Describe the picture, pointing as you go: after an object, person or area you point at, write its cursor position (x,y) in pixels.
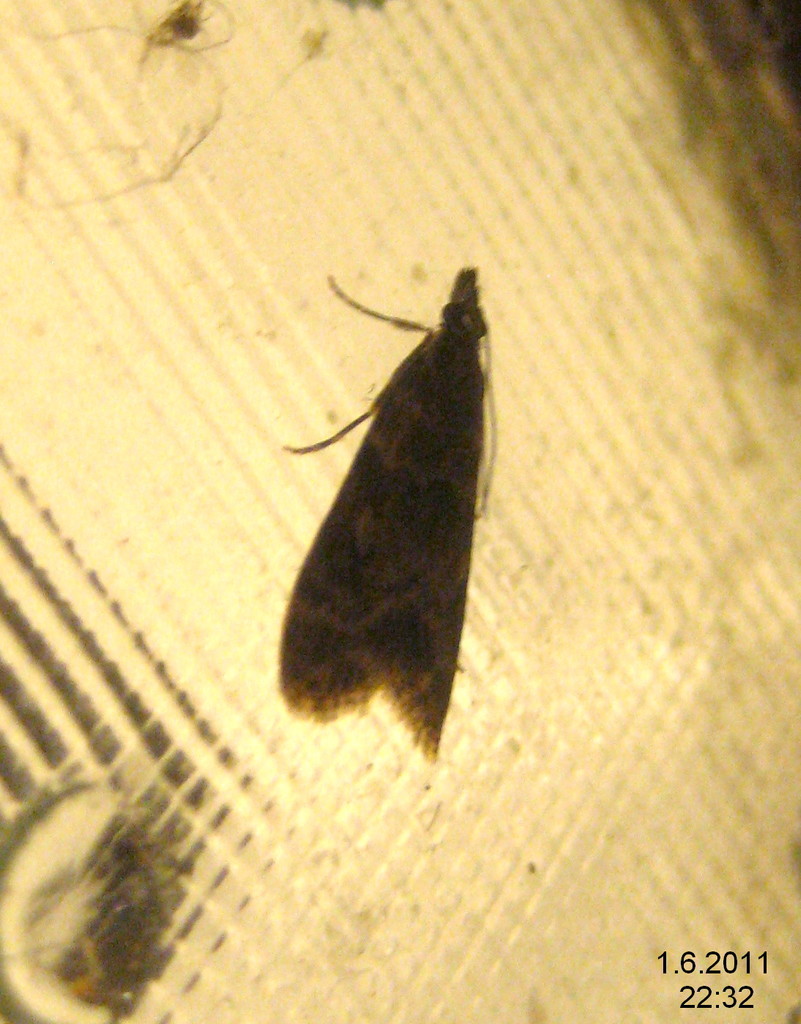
In this picture we can see an insect (452,436) and blurry background (345,159), in the bottom right hand corner (698,1005) we can see some text (693,968).
